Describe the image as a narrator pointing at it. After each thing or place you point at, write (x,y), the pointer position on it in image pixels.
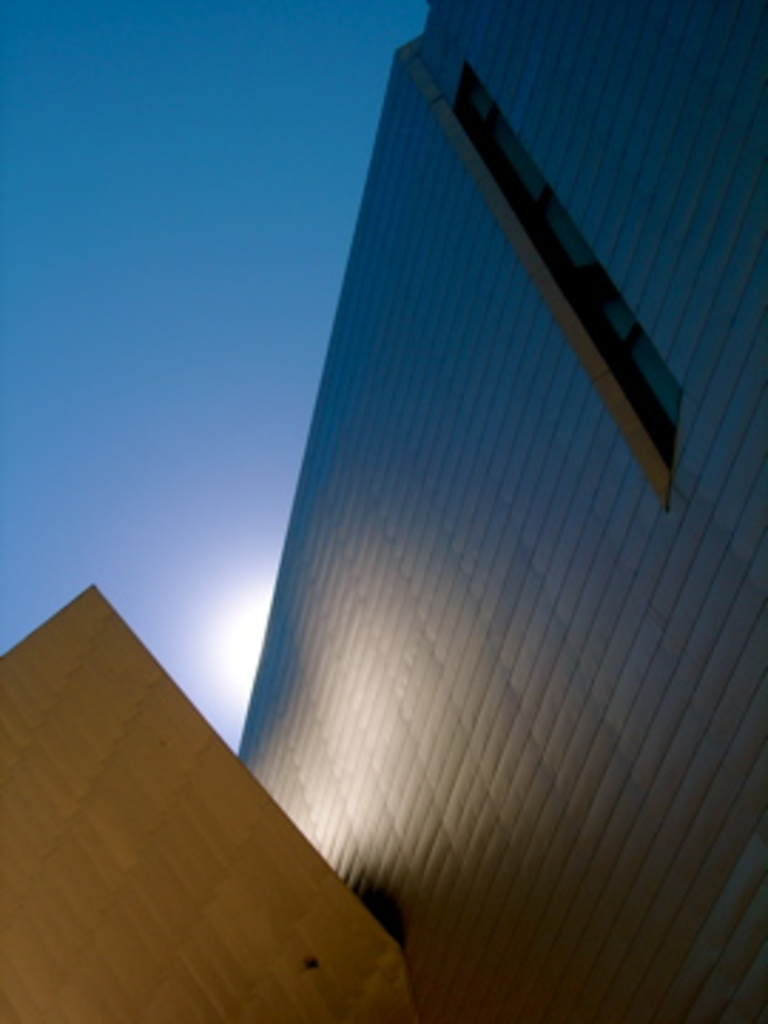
In the image there is a tall building (453,673), it is completely enclosed and there is only one window (465,87) visible in the building (529,500) and the sunlight (332,693) is falling on the partial surface (456,740) of the building (470,750).
